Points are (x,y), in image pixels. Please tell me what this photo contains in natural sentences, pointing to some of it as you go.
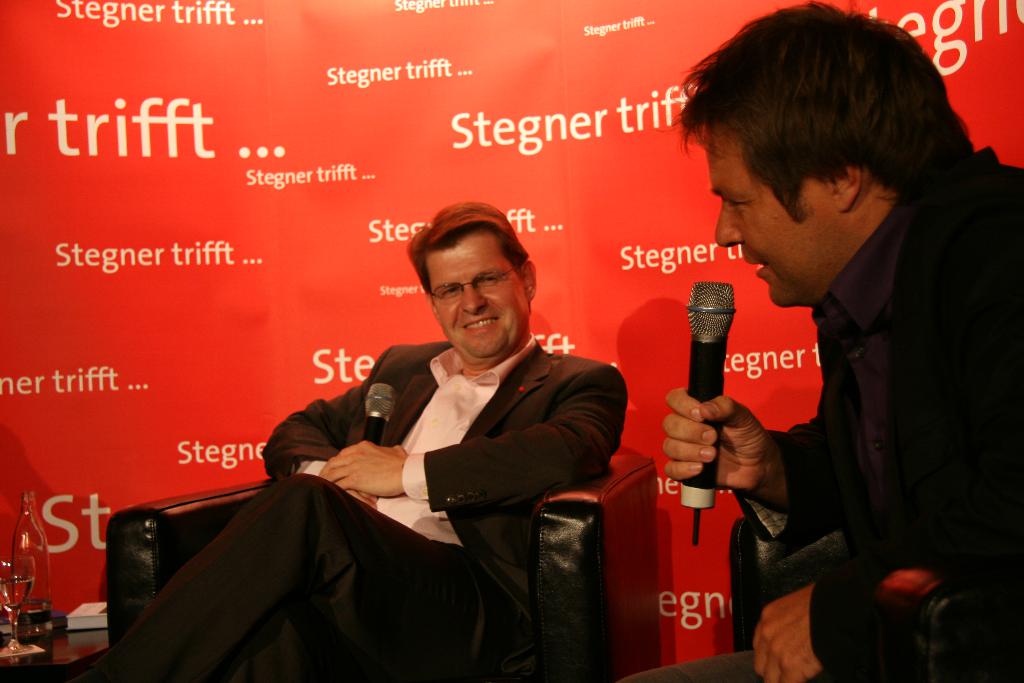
In this picture i could see person (465,352) sitting on the chair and holding a mic (371,416) in his hand (357,471) dressed up formals (512,465), and the other person (828,399) holding a mic (703,465) and talking to the person (531,456) are sitting on the chair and in the background (318,180) some text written in white color.
